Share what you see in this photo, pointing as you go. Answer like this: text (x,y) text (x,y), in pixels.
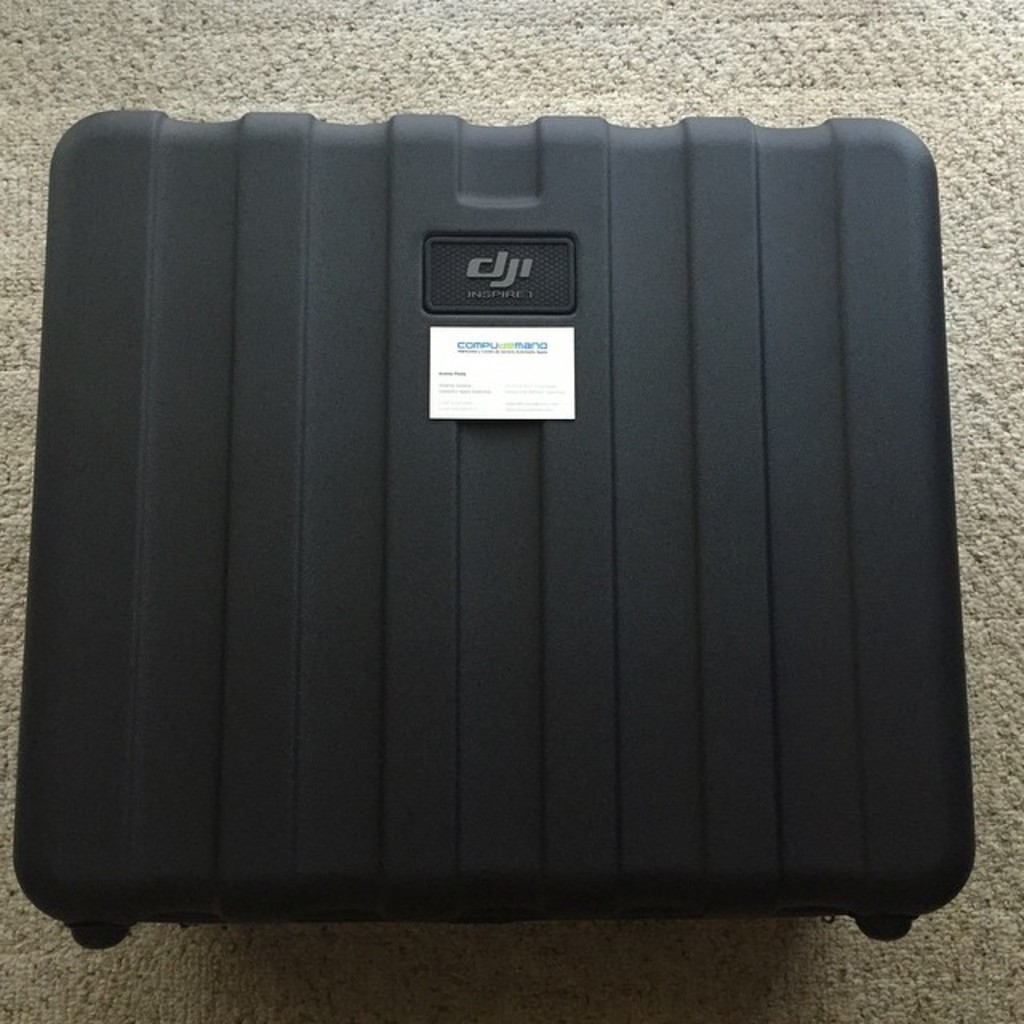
here is a black briefcase (612,464) on which there is a paper tag (515,396).
